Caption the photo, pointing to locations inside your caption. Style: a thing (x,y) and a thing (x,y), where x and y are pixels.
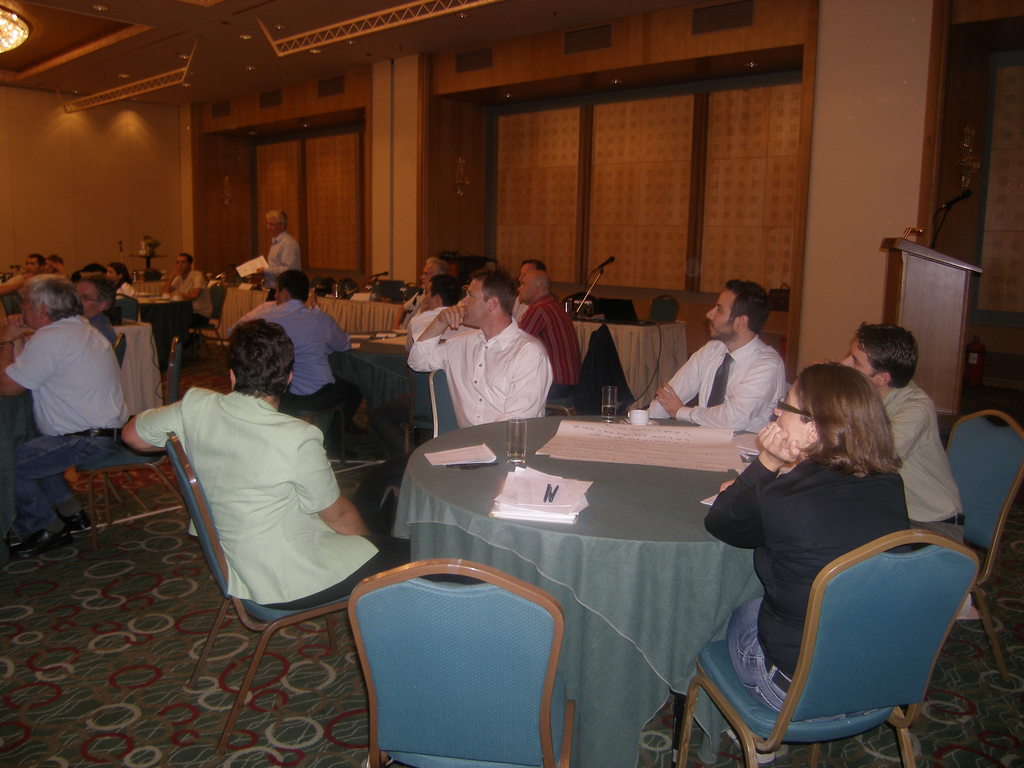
In this image there are group of people (278,447) sitting on the chair (250,601). On the table (545,535) there is a glass (520,461), paper (531,501), pen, cup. At the back side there is a podium (925,278).
